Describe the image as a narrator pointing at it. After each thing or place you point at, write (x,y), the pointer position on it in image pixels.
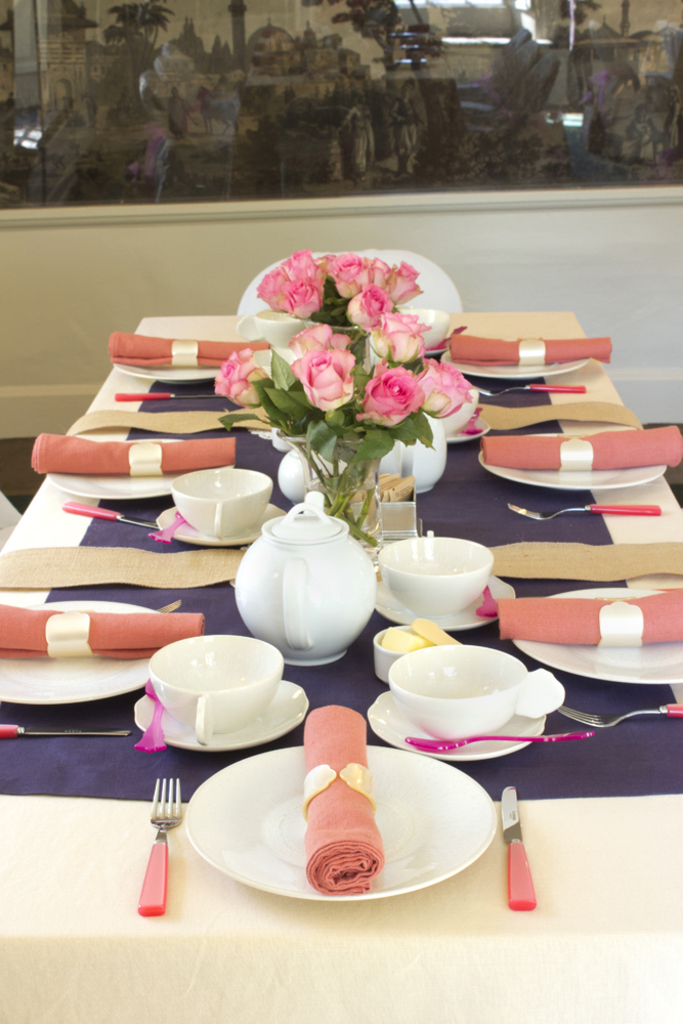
In this picture we can see table (481,761) and on table (170,764) we have plate (204,819), forks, cup (444,707), saucer (409,733), bowl (399,635), teapot (323,559), vase (326,483) with flowers (323,362), cloth (188,454) on plates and in background (298,97) we can see glass wall (146,52).
